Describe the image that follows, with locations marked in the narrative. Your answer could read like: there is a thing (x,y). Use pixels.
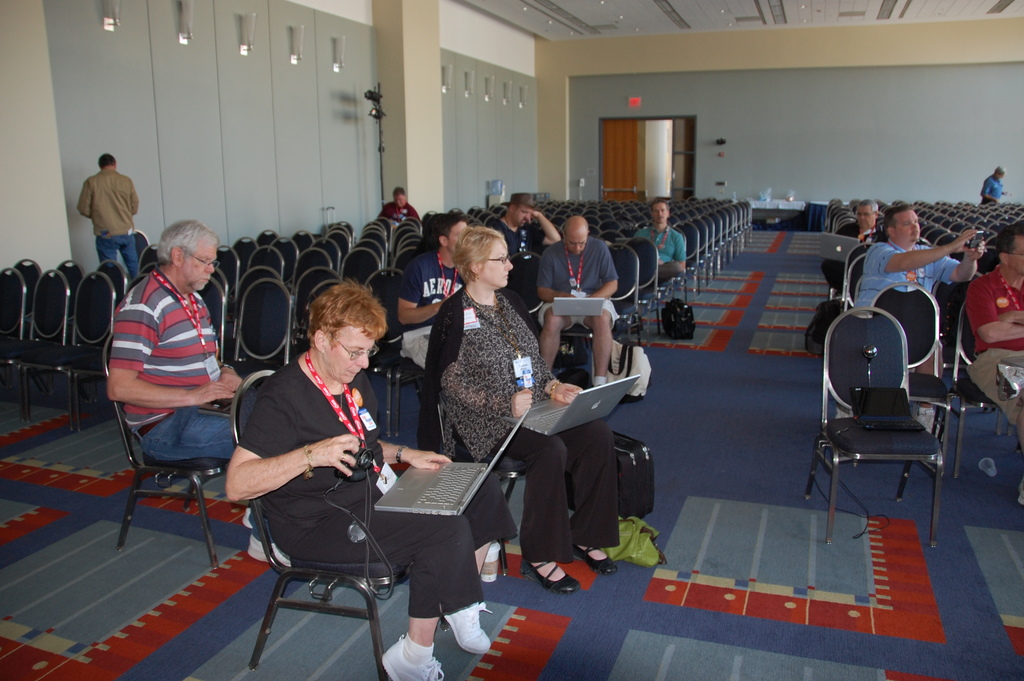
In this image there are people (503,503) sitting on the chairs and they are using laptops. Behind them there are chairs (697,217). At the bottom of the image (754,590) there is a mat (780,444) on the floor (759,462). On the left side of the image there is a person (119,219) standing. On top of the wall (326,123) there are lamps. In the background of the image (845,126) there is a wall (885,140). There is a table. On top of it there are some objects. There is a door (633,136) with an exit sign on it.
